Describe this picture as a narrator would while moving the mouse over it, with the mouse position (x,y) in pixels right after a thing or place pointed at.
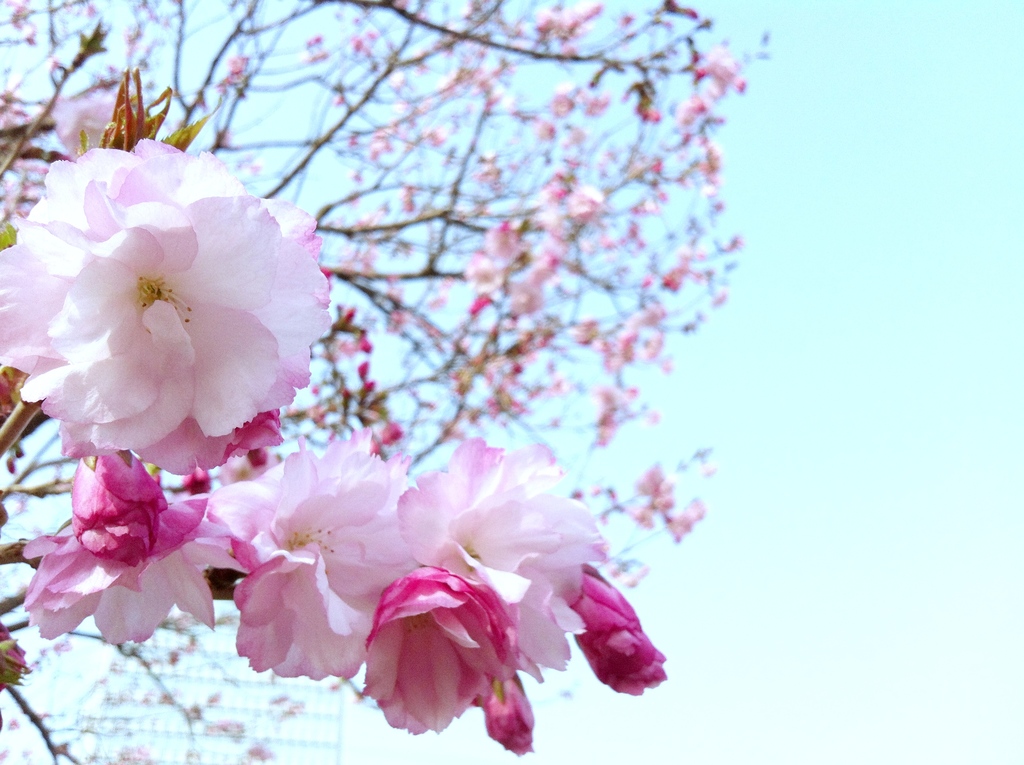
In this picture we can see few flowers (314,301) and a tree (86,42).
